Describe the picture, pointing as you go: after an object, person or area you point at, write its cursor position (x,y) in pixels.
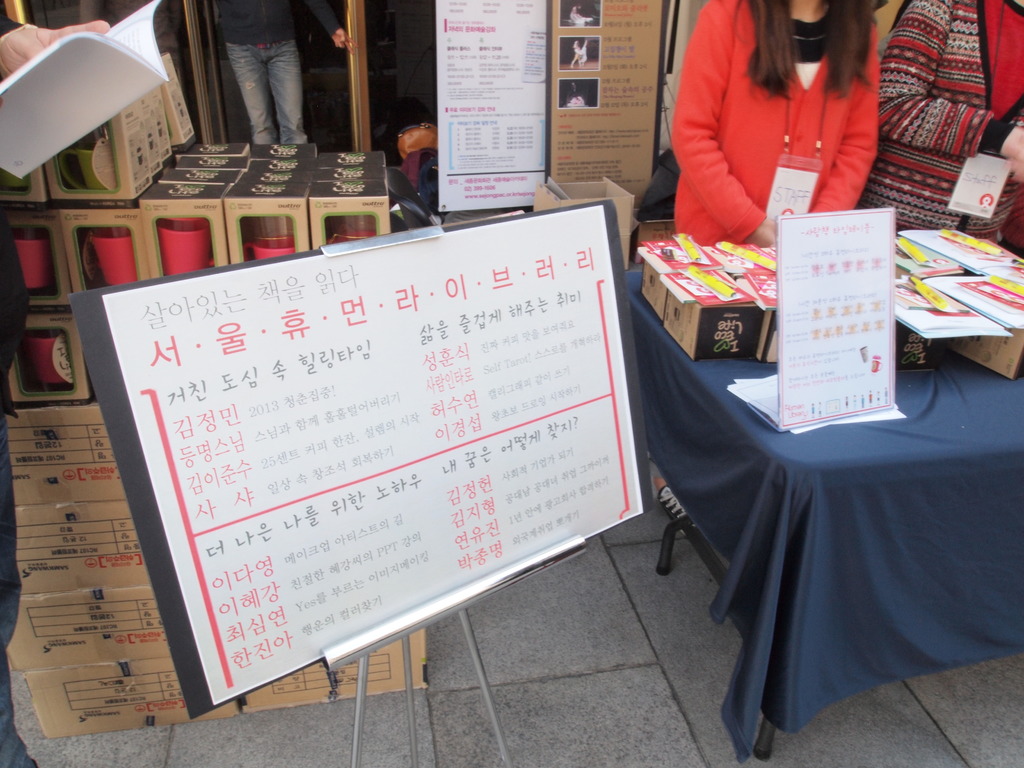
In this image, at the right side (919,586) there is a table (963,504), on that table (952,520) there is a white color poster (827,388) and there are some boxes (772,314) on the table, at the left side (325,297) there is a white color poster (498,252) and there are some carton boxes (101,227), there are some people (922,169) standing.
